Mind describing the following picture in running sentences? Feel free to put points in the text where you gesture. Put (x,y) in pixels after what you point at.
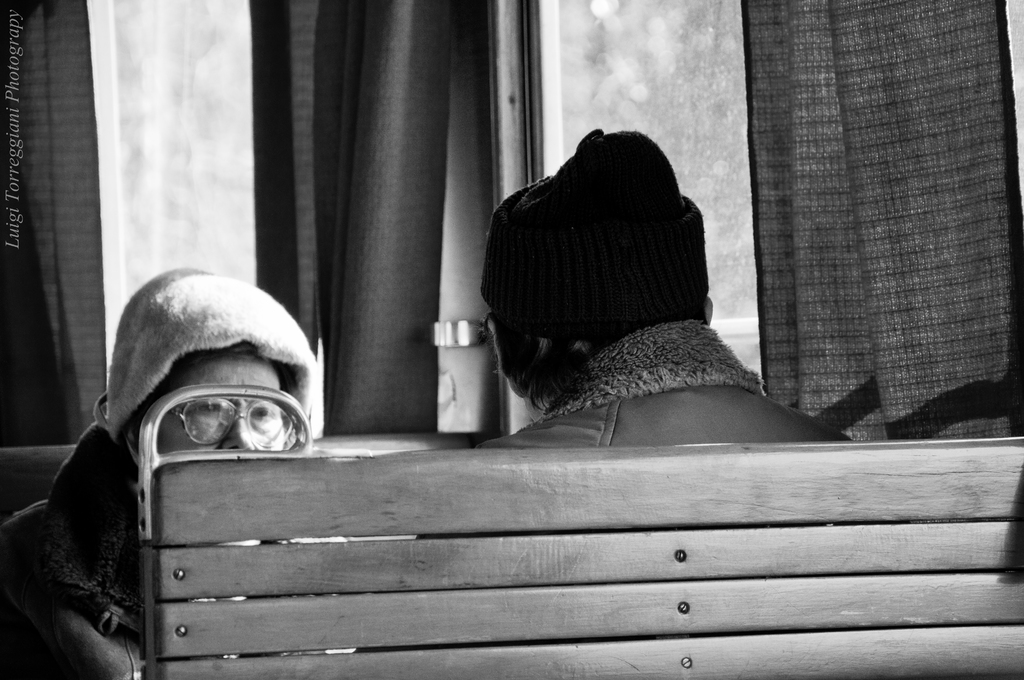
In this picture I can see two persons (243,448) are sitting on the benches (215,516), side there are some glass windows (624,107) with curtains (406,174).
